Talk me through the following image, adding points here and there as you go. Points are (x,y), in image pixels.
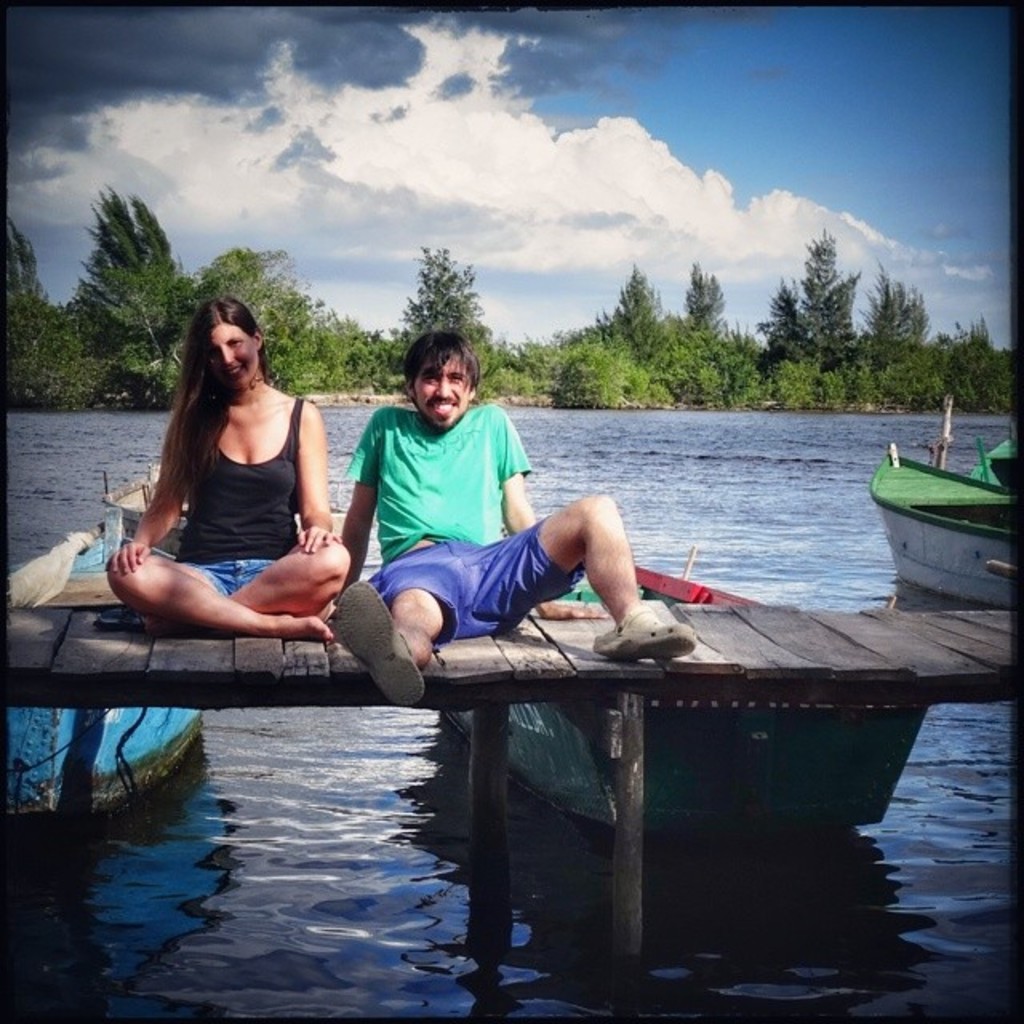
In the center of the image (450,563) we can see two persons (264,569) are sitting on a bridge (553,657). In the background of the image (1007,497) we can see some boats (609,761) are present on the water (630,505). In the middle of the image (511,366) we can see the trees (637,363). At the top of the image (737,118) we can see the clouds (662,225) are present in the sky (809,176).
